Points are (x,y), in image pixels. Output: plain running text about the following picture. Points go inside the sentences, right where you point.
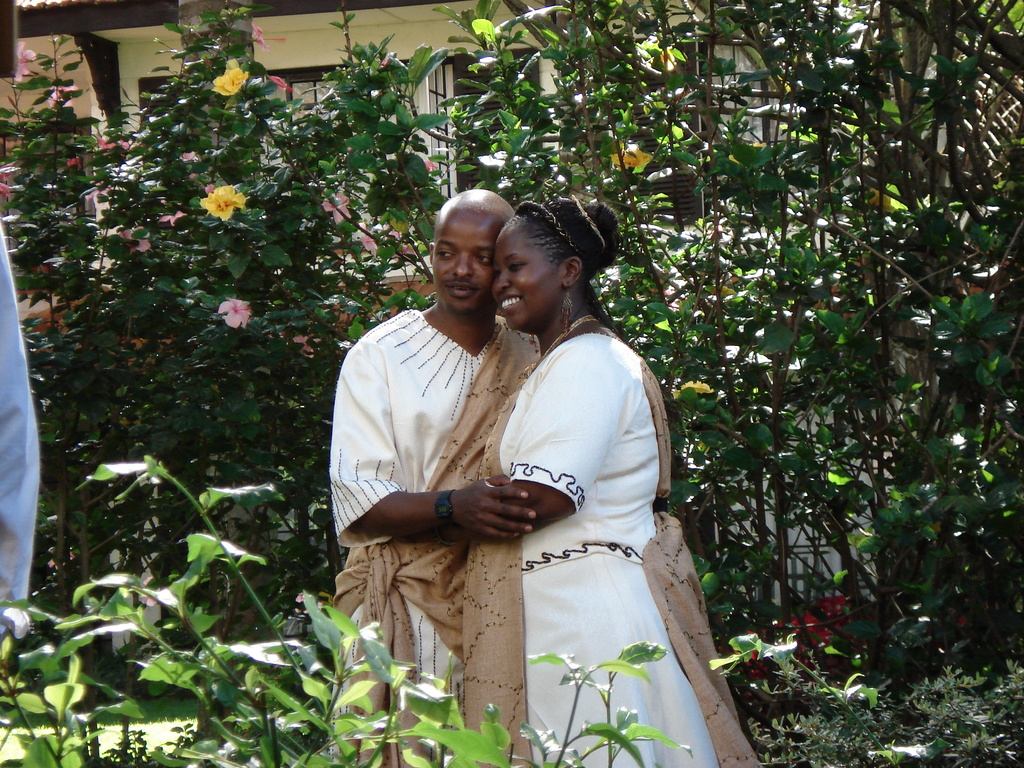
There are two people (558,277) standing and smiling. We can see plants (608,672), trees (255,345) and flowers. In the background (407,38) we can see house (404,25). On the left side of the image (3,532) we can see cloth (9,514).
